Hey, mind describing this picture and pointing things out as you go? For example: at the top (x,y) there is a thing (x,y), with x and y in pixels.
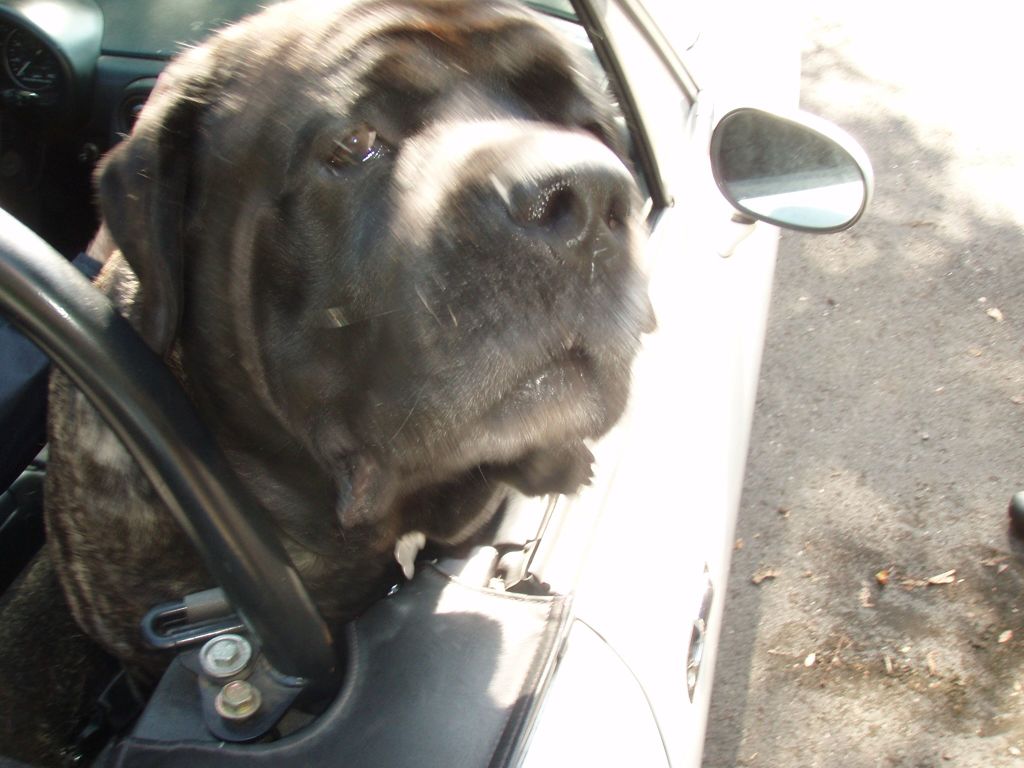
A black dog (340,353) is looking out of the car (707,360). There is a mirror (747,158) for this car (675,670).
